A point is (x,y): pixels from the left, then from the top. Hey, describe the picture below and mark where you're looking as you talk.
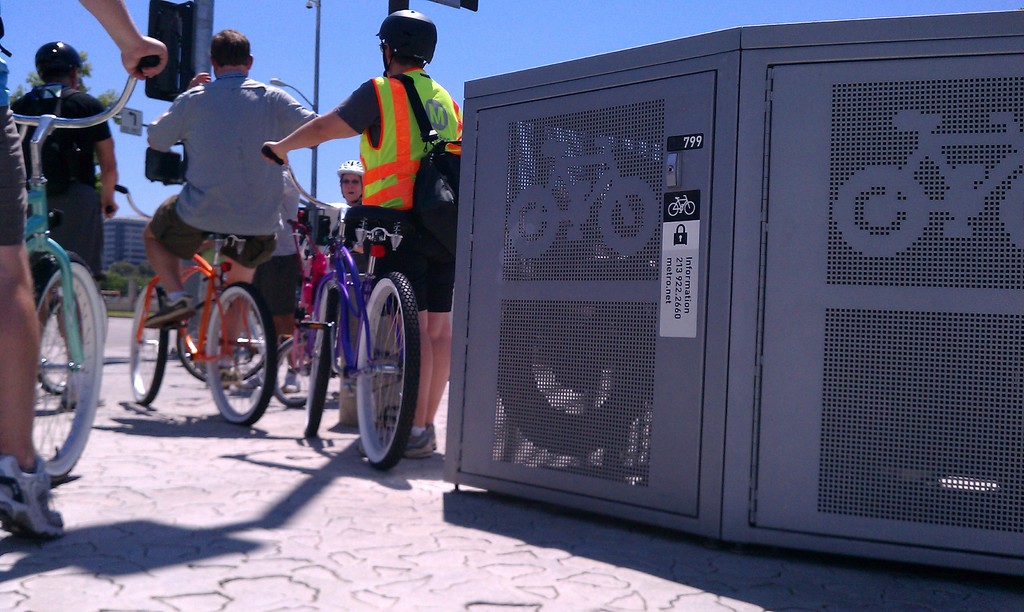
This picture is taken on the road (304,520). It's a sunny day. There are few people (63,173) standing and holding bicycles (31,222) in their hand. Some of them are wearing helmets (411,18). The man (411,16) at the right corner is wearing a jacket (392,155) and a bag (452,193). The man (223,157) in the center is riding bicycle (226,354). In front of them there is a pole (316,35) and a street light (285,79). To the right corner (714,188) there is a container (700,220) and label (672,233) sticked on it. In the background (301,73) there is a building (137,230), trees (132,267) and sky (135,163).
